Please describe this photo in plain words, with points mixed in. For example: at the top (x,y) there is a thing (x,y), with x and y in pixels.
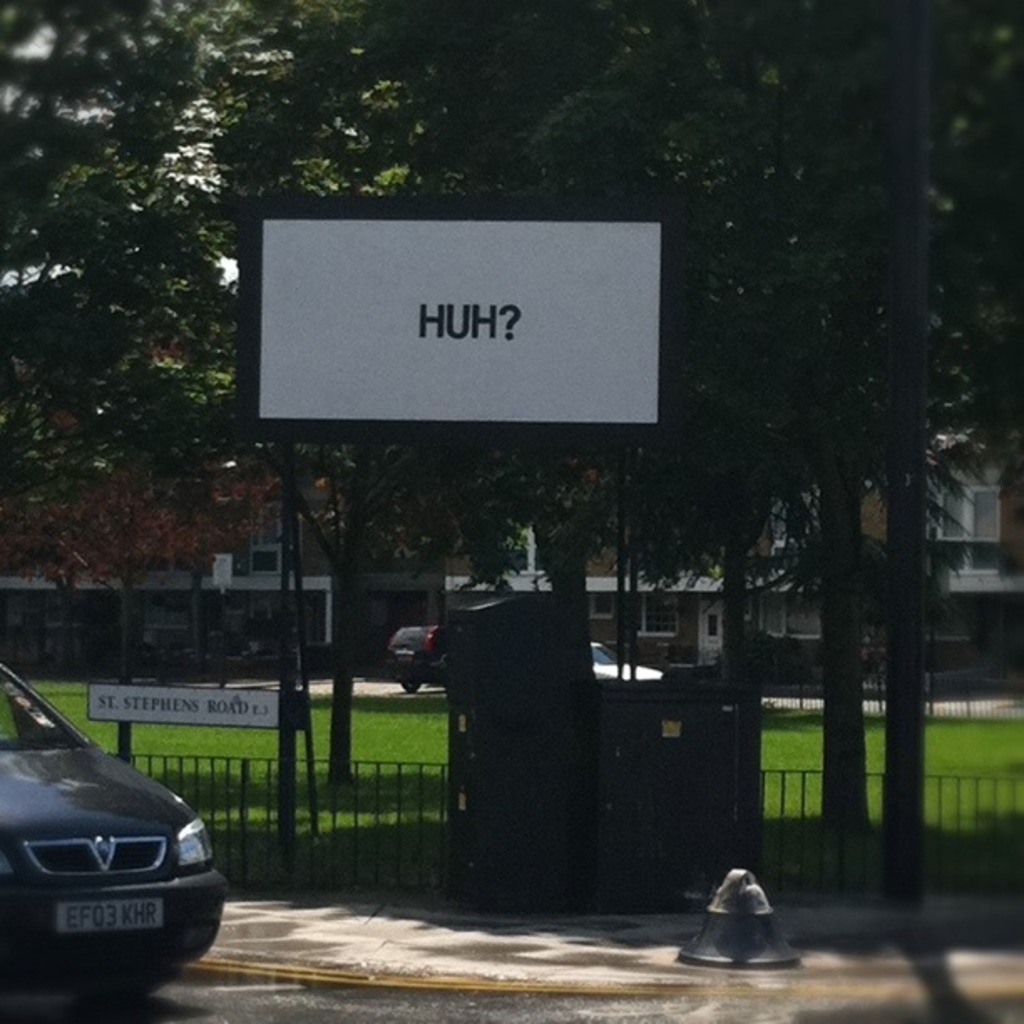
There is a car (93,867) in the left corner (102,823) and there is a board (430,347) which has something written on it beside it and there are trees (234,105), buildings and two vehicles (408,657) in the background (594,645).
